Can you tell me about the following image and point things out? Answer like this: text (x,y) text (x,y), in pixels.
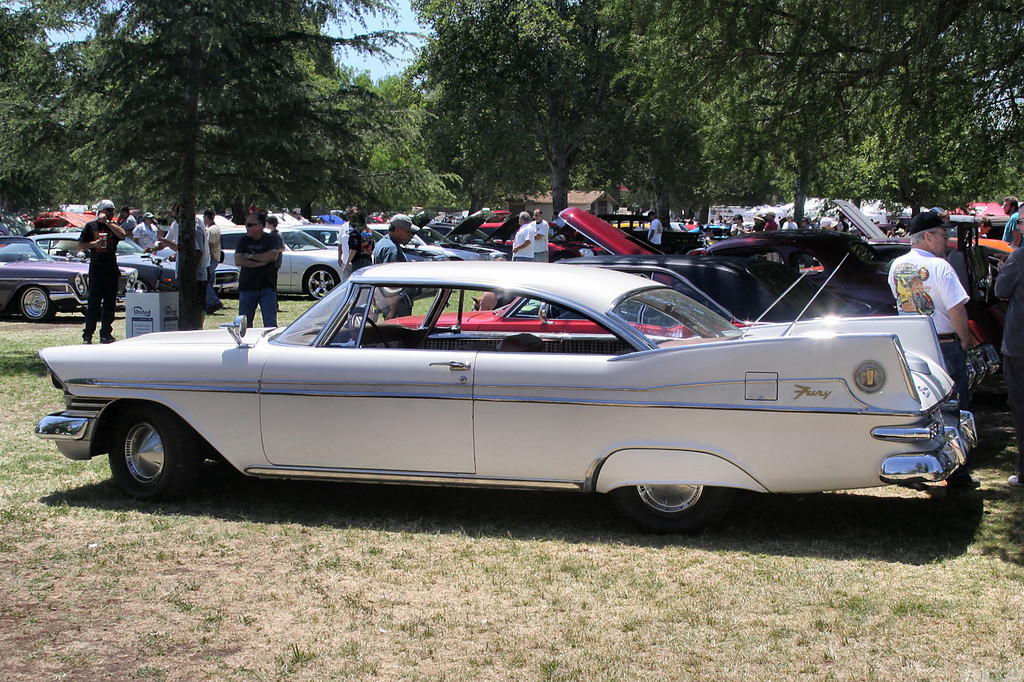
In this picture we can observe a white color car (472,395) parked on the ground (350,556). There is some grass (350,556) on the ground (224,586). We can observe some cars (624,249) parked here. There are red, black, white and violet color cars (60,277). There are some people (273,256) standing on the ground (221,570). There are some trees (240,124). In the background (357,29) there is a sky (351,59).
